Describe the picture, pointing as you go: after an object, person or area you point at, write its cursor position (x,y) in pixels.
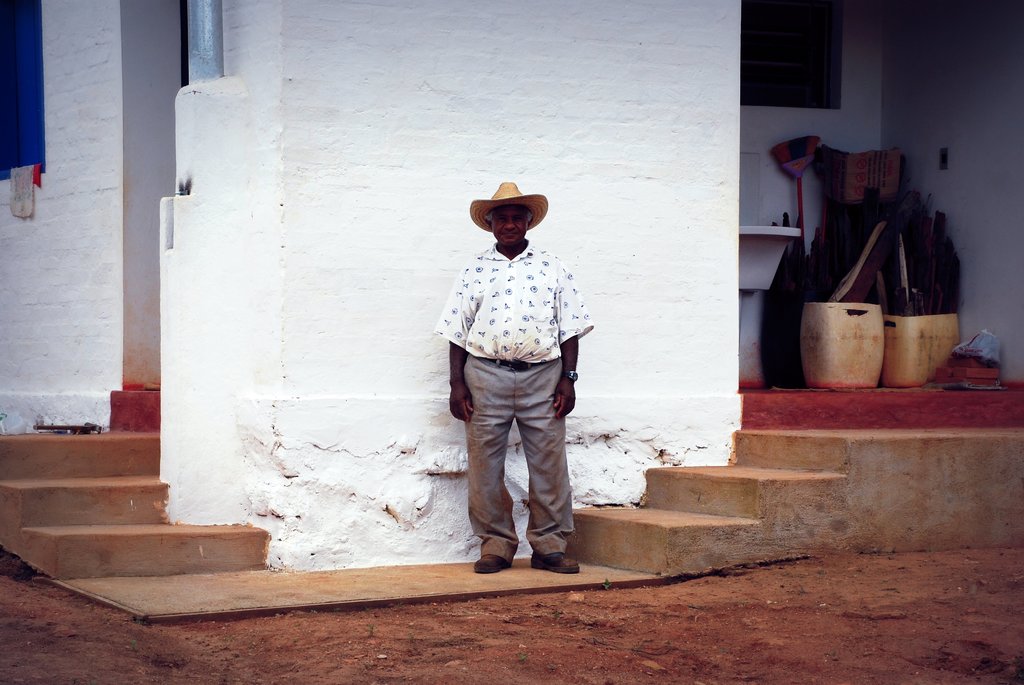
In this image I can see person (515,327) standing. He is wearing white and ash color dress (500,315) and a hat (489,208). Back I can see building (110,107) and stairs (104,489). We can see some objects (888,354) on the floor (924,389). The wall (593,134) is in white color.
